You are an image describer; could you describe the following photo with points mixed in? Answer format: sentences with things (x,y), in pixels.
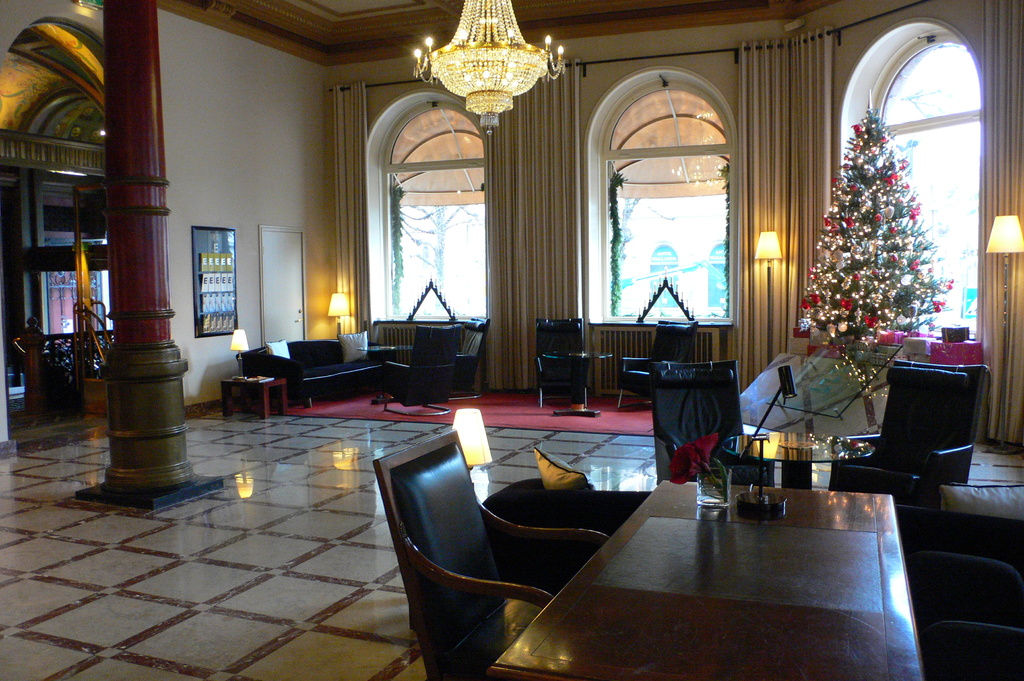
In this image, we can see black chairs (629,383), sofa (327,370). On right side (830,523), there is a table (757,549), few items (697,473) are placed on it. And lamps (1003,221) here, cream color curtains (1008,195). There is a plant (884,274) and few gift boxes (928,348) are here. And at the background (737,285), we can see glass window (447,258) and curtains (539,179). Top of the image (485,76), there is a chandelier (482,64). On left side (146,282), red color pillar (145,269) we can see and fencing (63,366) here and door (61,330) here.
